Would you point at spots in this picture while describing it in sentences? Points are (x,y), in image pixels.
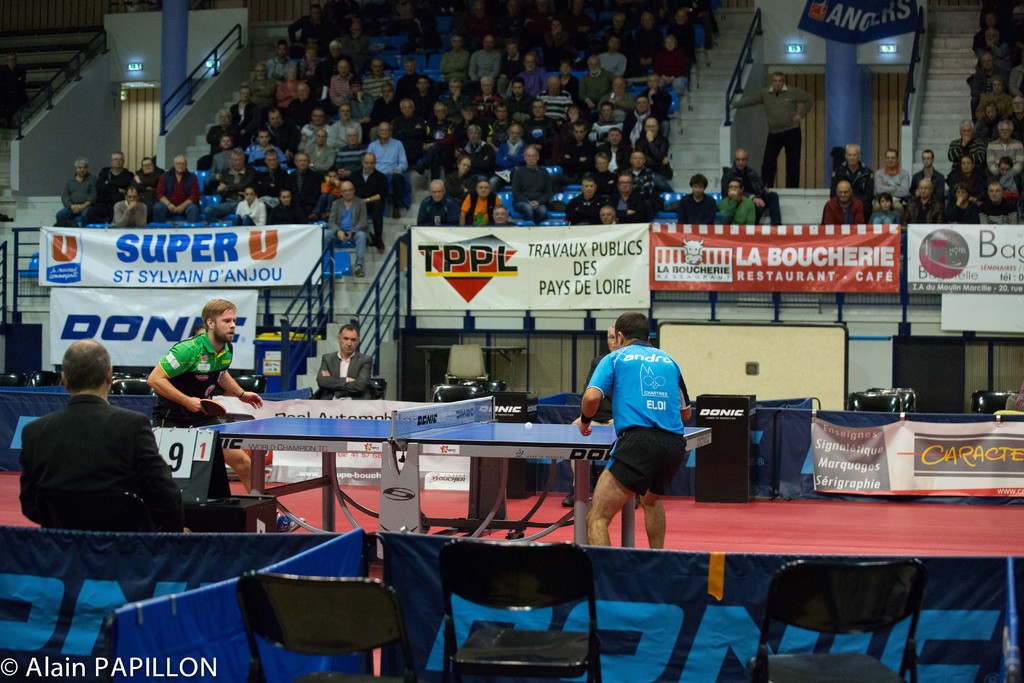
This picture shows a couple of men (209,369) playing table tennis and we see couple of them (104,413) watching by seated on the side and we see all the audience (415,136) seated and watching the game and we see couple of empty chairs (458,573) and advertisement banners (483,278). Looks like an indoor stadium (957,528) and we see text (163,663) at the bottom left corner of the picture (197,673).
